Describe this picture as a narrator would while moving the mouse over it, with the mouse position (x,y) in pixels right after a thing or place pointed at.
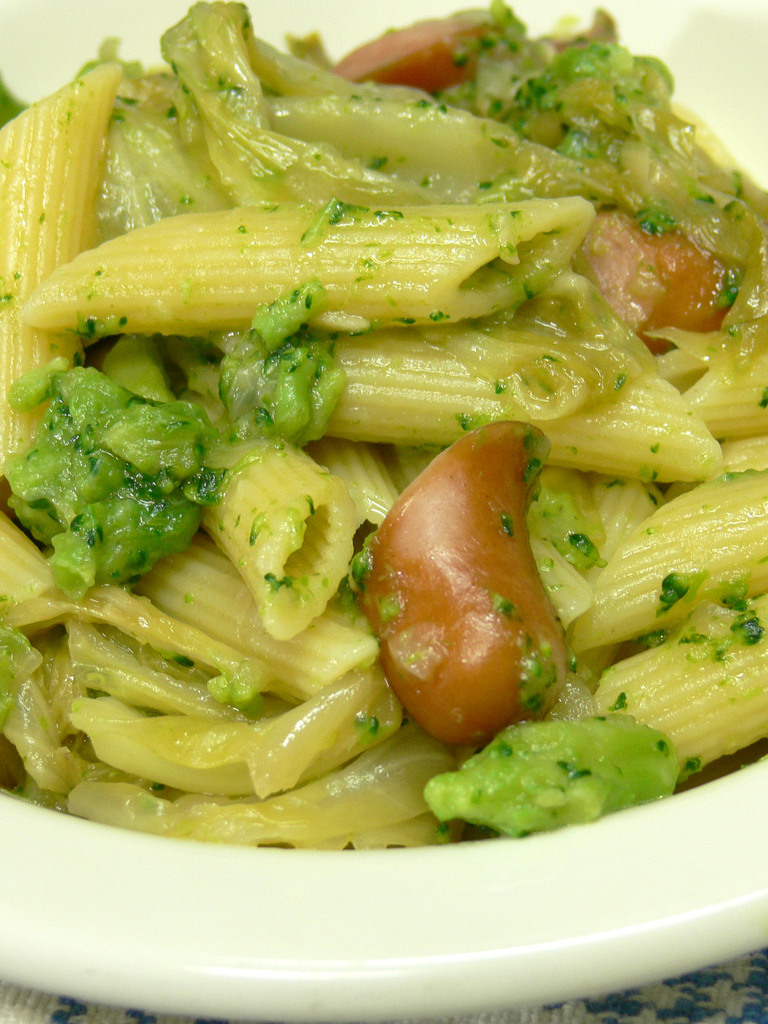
In this image we can see food item (381,305) in a plate (728,61) on a platform (463,1022).
